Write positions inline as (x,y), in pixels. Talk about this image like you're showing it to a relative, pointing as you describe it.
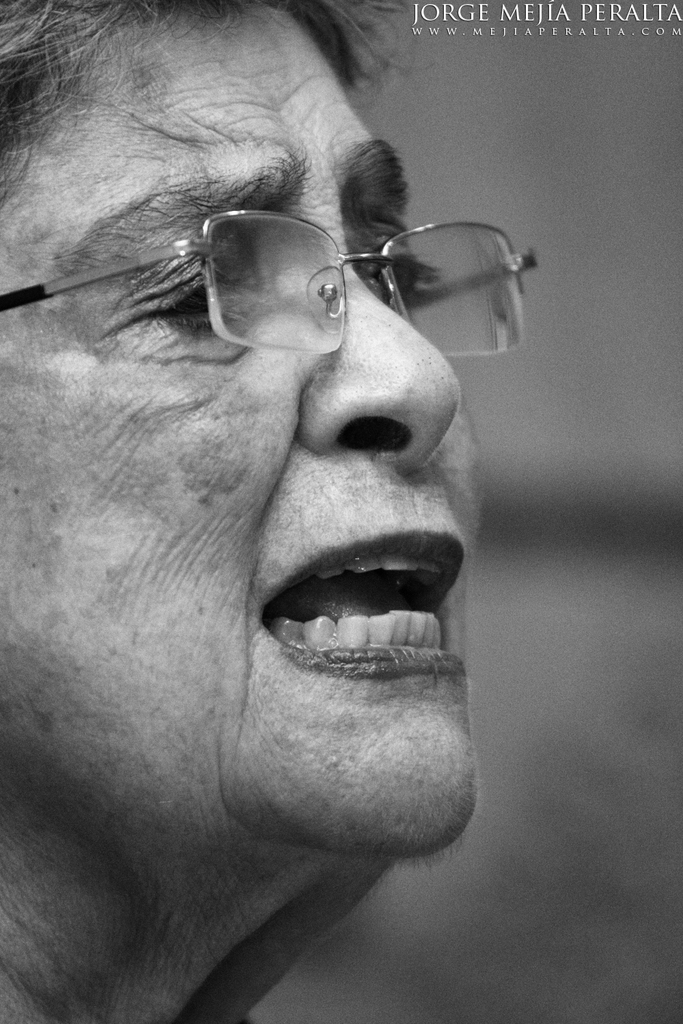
In this image I can see a person (284,538) wearing spectacles (455,264) and the blurry background (523,50). I can observe that this is a black and white picture.
